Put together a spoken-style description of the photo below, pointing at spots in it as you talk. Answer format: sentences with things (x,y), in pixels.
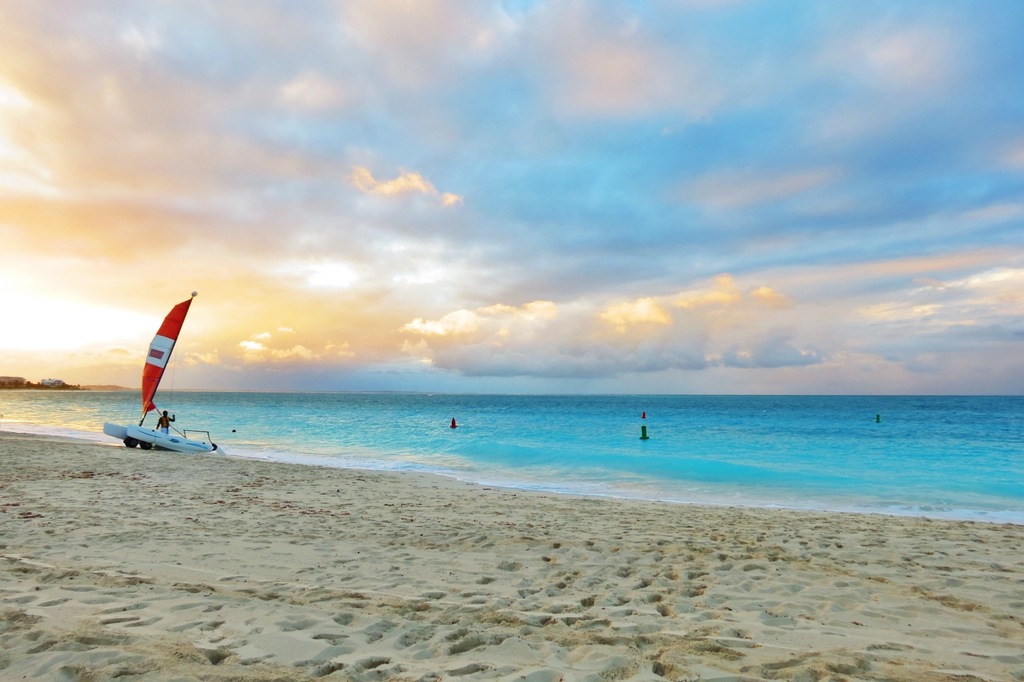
This image is clicked in a beach (425,592). There is sand (530,604) at the bottom (519,610). There is water (522,456) in the middle (491,453). There is sky (493,200) at the top (407,224). There is a boat (144,419) on the left side (178,441). There are some buoys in the water (561,438).
